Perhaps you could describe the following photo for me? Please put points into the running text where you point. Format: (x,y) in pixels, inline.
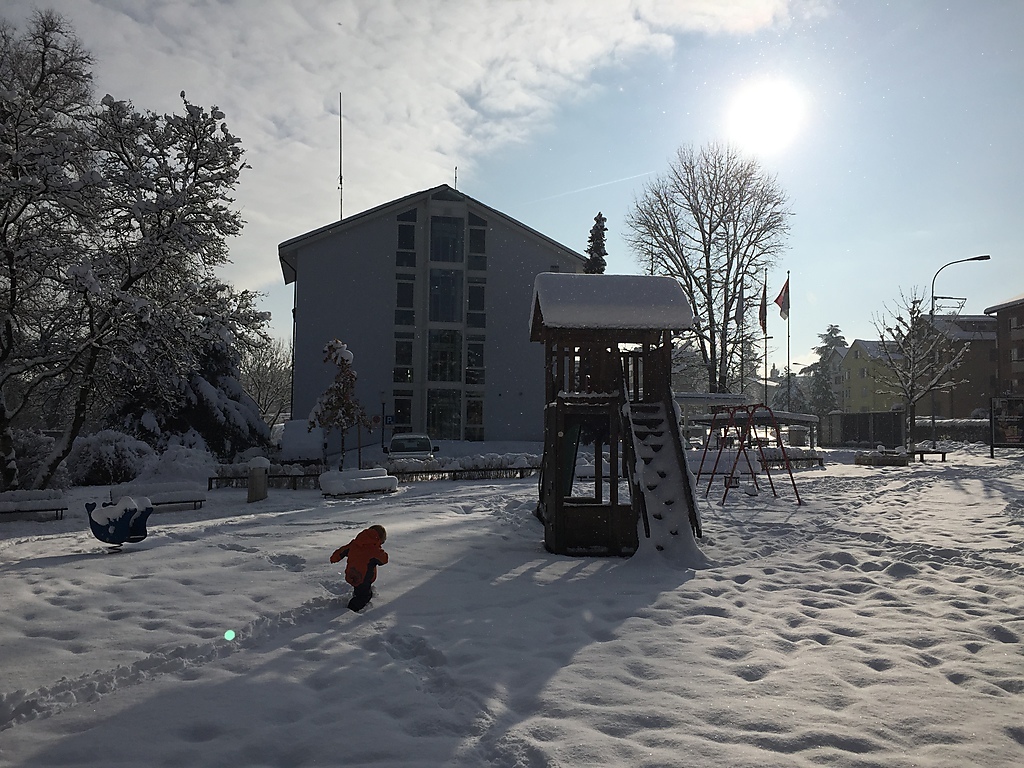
In this picture I can observe building (537,361) in the middle of the picture (442,367). I can observe some snow (274,597) on the ground (548,619). In the background (354,97) there are trees (79,193) and some clouds (426,105) in the sky (475,100).
